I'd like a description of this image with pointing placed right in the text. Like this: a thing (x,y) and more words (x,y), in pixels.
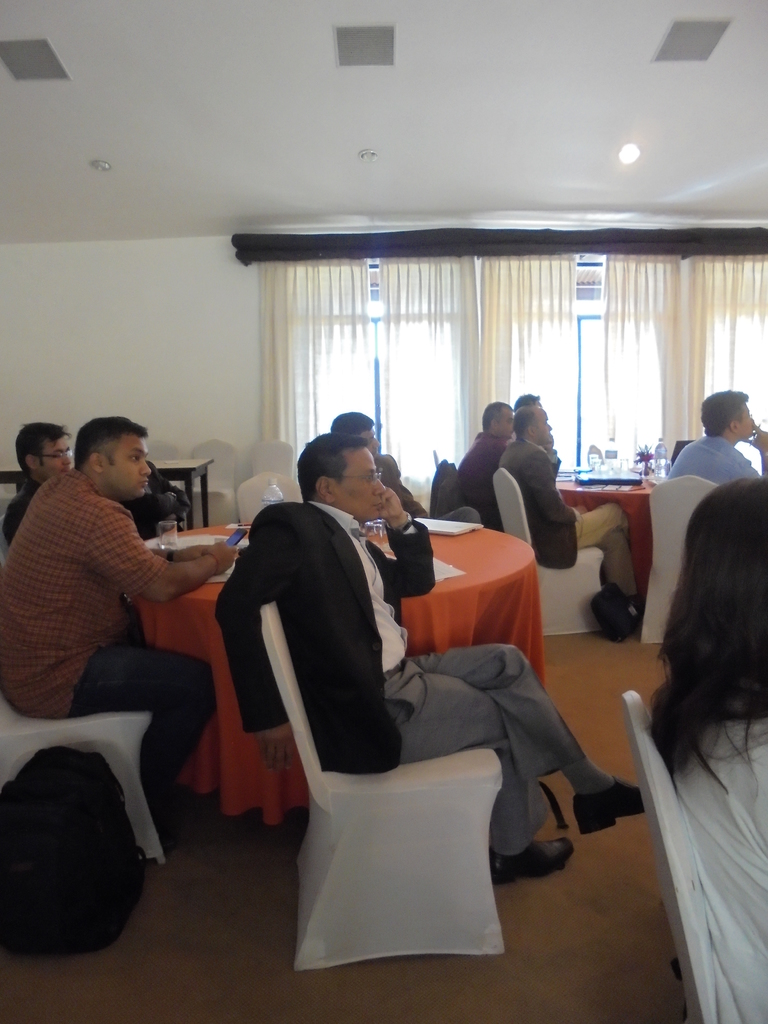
In this image I can see the group of people (701,691) sitting on the chairs (458,882). There is a table (432,631) between them. On the table (437,600) there are papers (443,576) and a glass (162,539). In the background (583,303) there are windows (595,323).
